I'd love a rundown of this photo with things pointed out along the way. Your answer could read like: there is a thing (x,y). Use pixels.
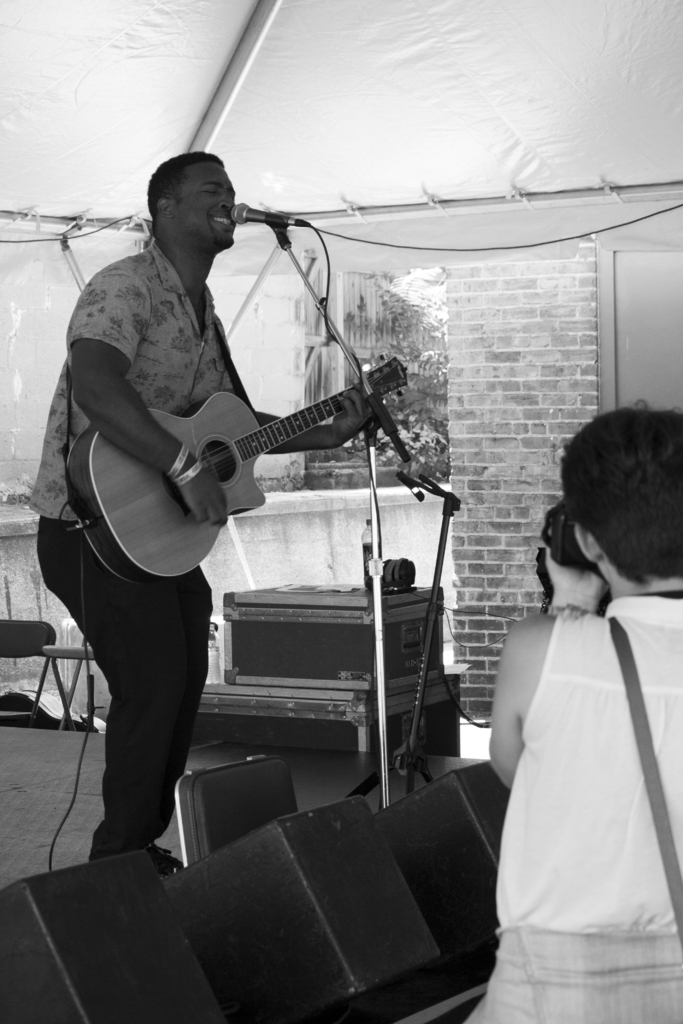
This is a black and white picture. Here we can see one man (96,647) standing on a platform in front of a mike (238,209) singing and playing guitar (186,573). This is a tent (323,62) in white colour. We can see wall (494,404) with bricks (502,445). We can see a person (523,733) standing and recording with a camera (580,549).
